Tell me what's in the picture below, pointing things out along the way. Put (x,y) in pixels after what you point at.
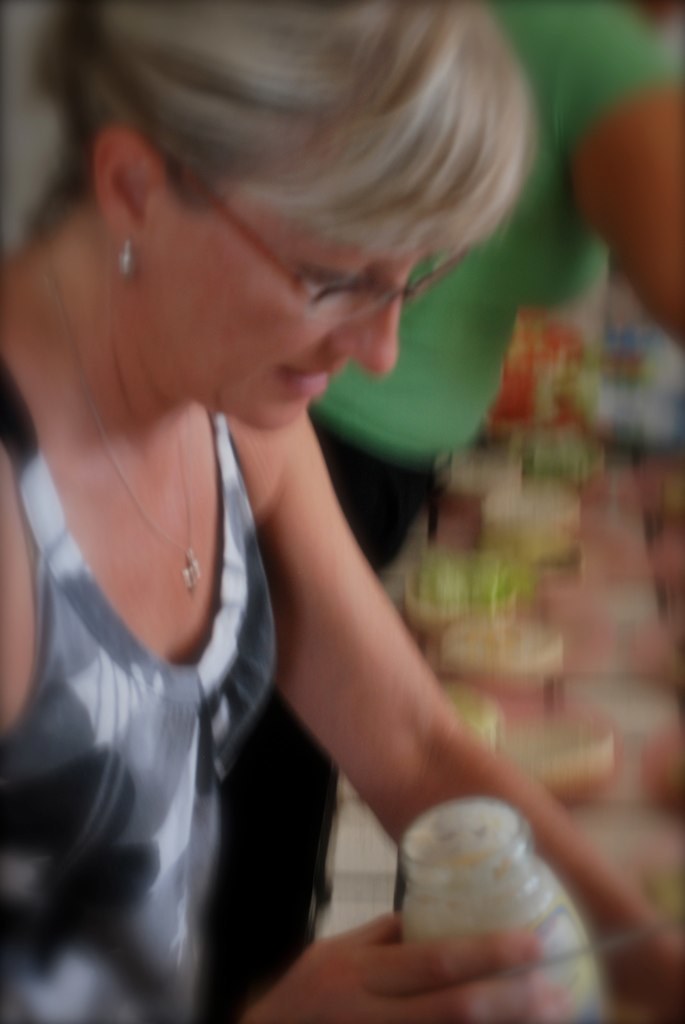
In this image I can see on the left side (58,458) there is a woman (225,759), she is wearing a dress (98,856), spectacles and also holding a glass jar (489,916) in her hand (523,938).
